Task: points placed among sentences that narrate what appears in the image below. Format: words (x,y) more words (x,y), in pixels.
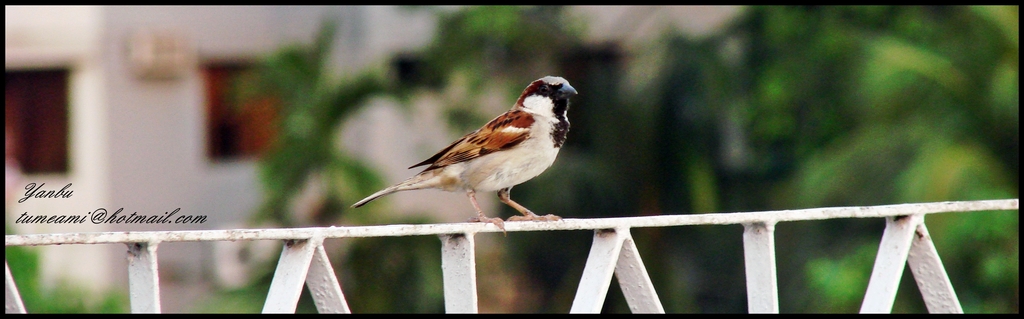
A bird (522,148) is standing on an iron thing (615,244) it is in white and brown color.
